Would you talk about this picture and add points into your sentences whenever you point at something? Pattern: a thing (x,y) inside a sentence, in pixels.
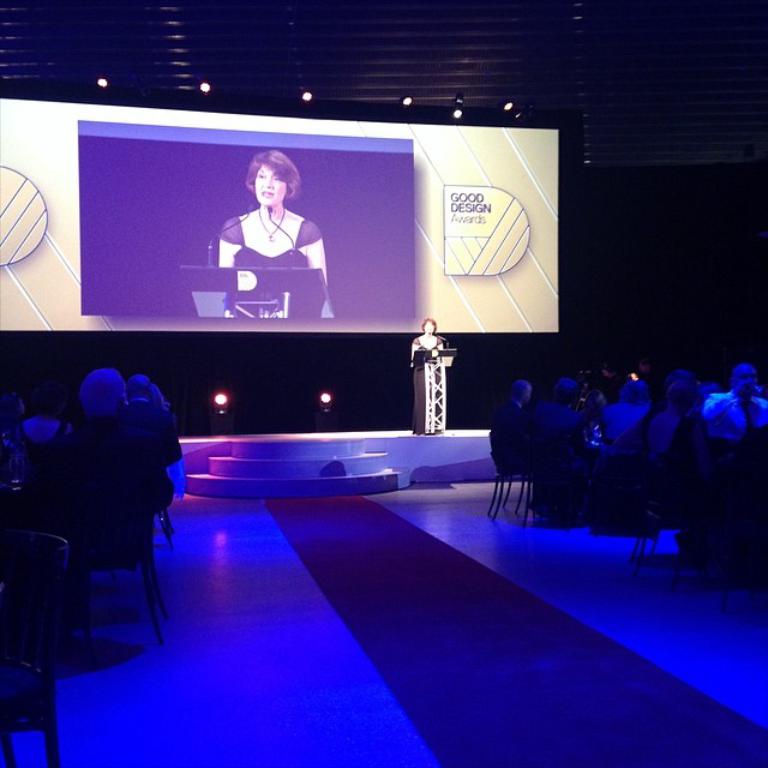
Far there is a screen (437,216) and focusing lights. In-front of this woman (429,339) there is a podium (430,386). On this screen (149,133) we can see a woman (312,263) is talking in-front of this mic (287,235). Front these people (49,417) are sitting on chairs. Far there is a camera (586,382) with stand (579,402).
